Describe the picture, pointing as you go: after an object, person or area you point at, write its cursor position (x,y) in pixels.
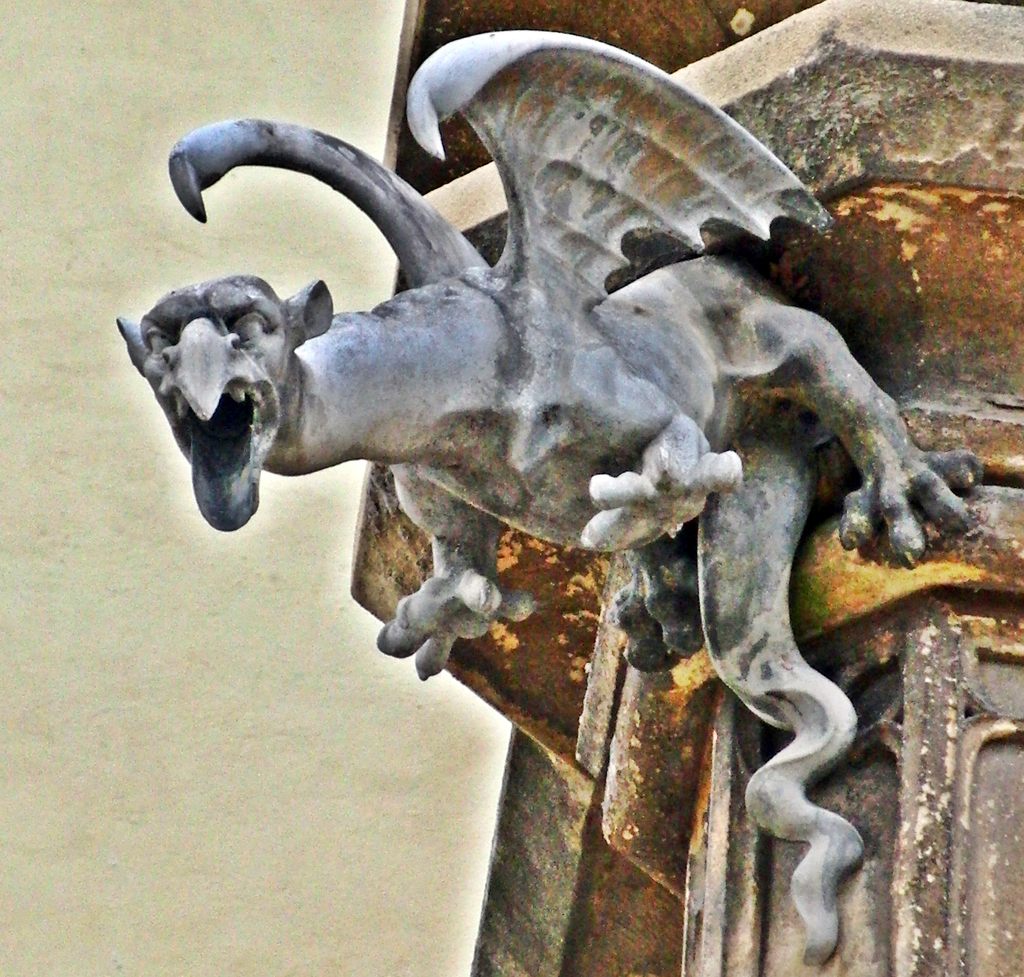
In this image there is a sculpture (461,346) on the wall (928,414).
